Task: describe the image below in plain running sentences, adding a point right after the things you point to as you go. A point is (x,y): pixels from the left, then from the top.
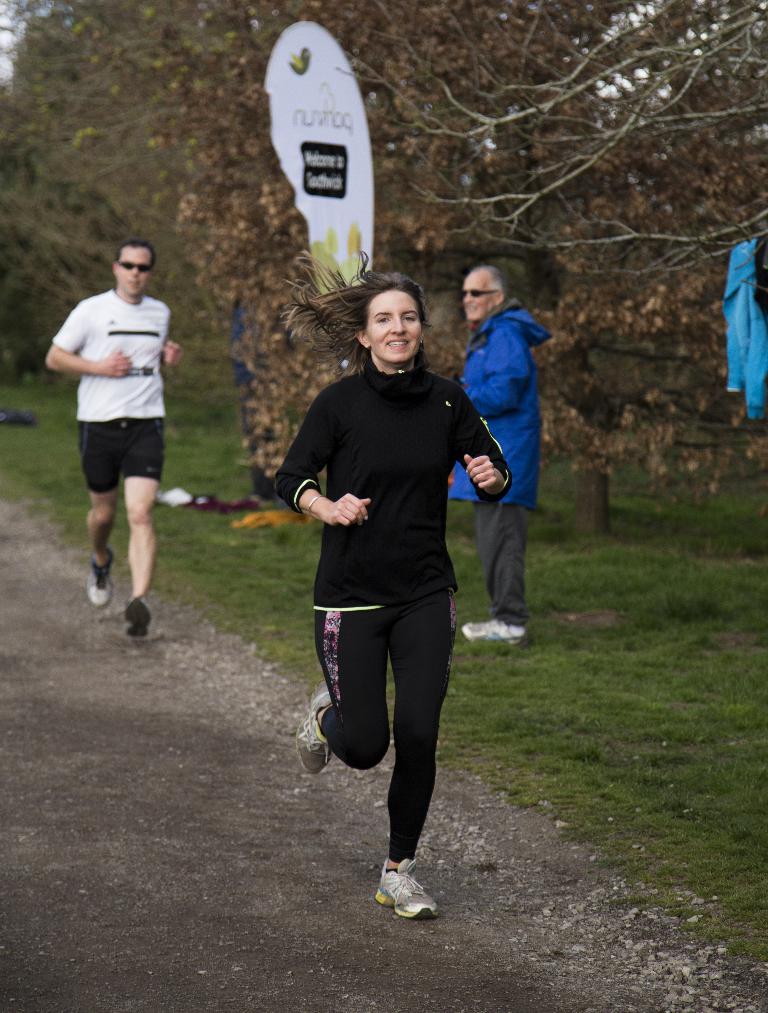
In this picture we can see a man (112,314) and a woman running on the road (385,856) and beside to them we can see a person (494,304) standing, trees (455,278), banner (314,192), grass (239,475), clothes (249,516).
